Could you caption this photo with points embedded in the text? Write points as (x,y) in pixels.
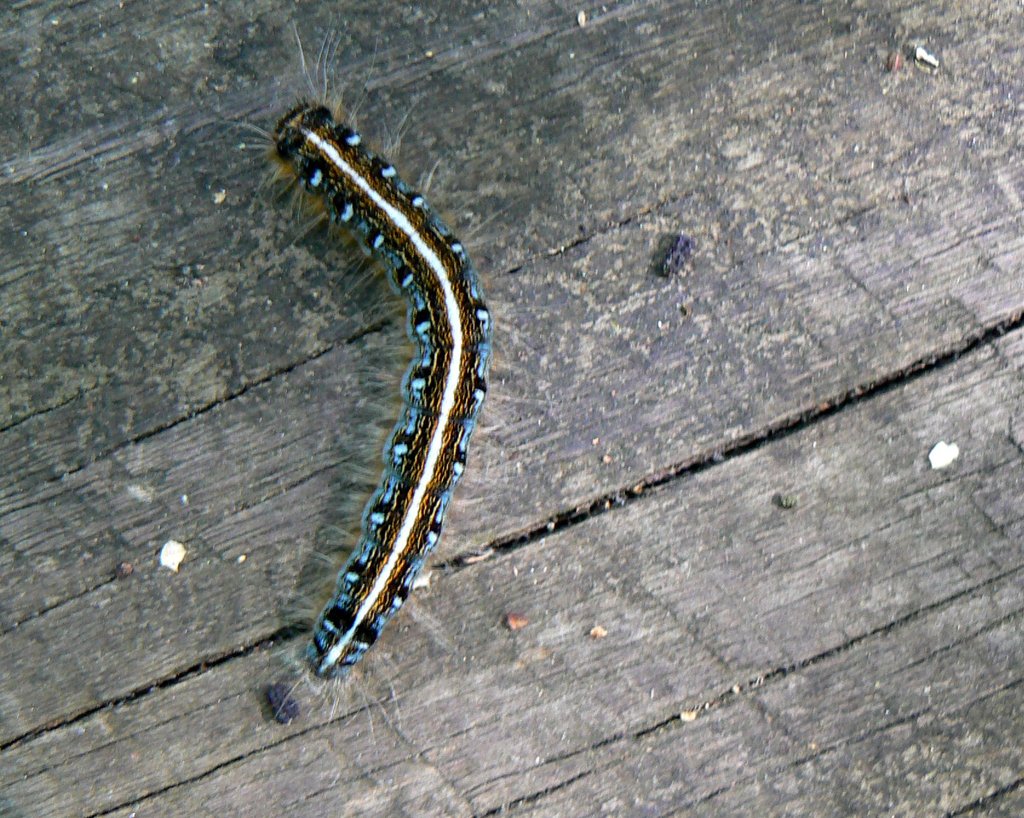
In this image we can see a caterpillar (452,457) on a wooden surface (350,392).
